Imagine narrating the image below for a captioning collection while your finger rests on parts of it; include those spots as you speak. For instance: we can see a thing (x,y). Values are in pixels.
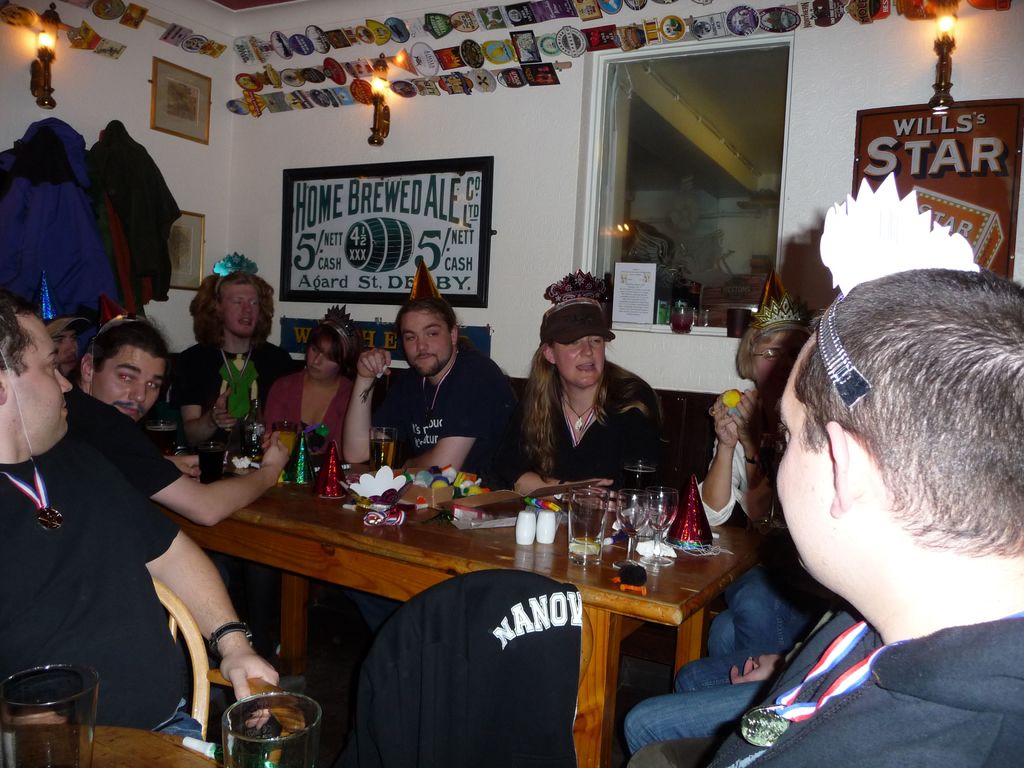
This picture describe about the inside view of the restaurant (517,277) in which a group of people (476,385) are enjoying the party on the table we can see ribbons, crowns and glasses (172,444) ,. In center (422,382) a man (408,372) wearing a Cone cap (427,294) sitting, On right (775,404) we can see a woman (537,368) is sitting, On the left (236,332) we can see the woman (245,302) wearing blue crown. And in the front we can see a man (42,559) wearing black t-shirt (108,601) sitting on the chair (193,645). Behind we can see photo frames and small decorative ribbons (399,90) hanging, And in center (427,262) a photo frame (388,264) and light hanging on the left side (182,112).
